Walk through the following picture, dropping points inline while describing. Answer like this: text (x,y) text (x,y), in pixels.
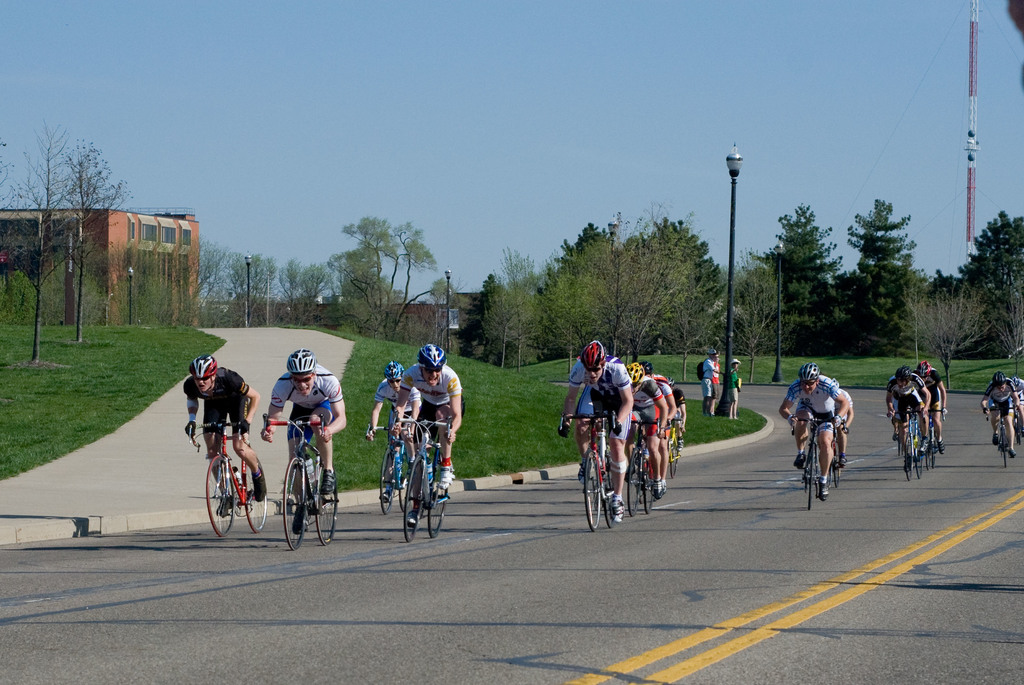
In this image I can see the road (983,438). On the road (720,553) I can see the group of people (1007,412) riding the bicycles (614,419). These people (641,415) are wearing the different color dresses (617,398) and the helmets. I can see few people (705,391) standing to the side of the road (775,456). In the background (556,291) I can see the poles (727,392), many trees (516,295) and the house (126,223). I can also see the sky (359,135) in the back (232,140).
